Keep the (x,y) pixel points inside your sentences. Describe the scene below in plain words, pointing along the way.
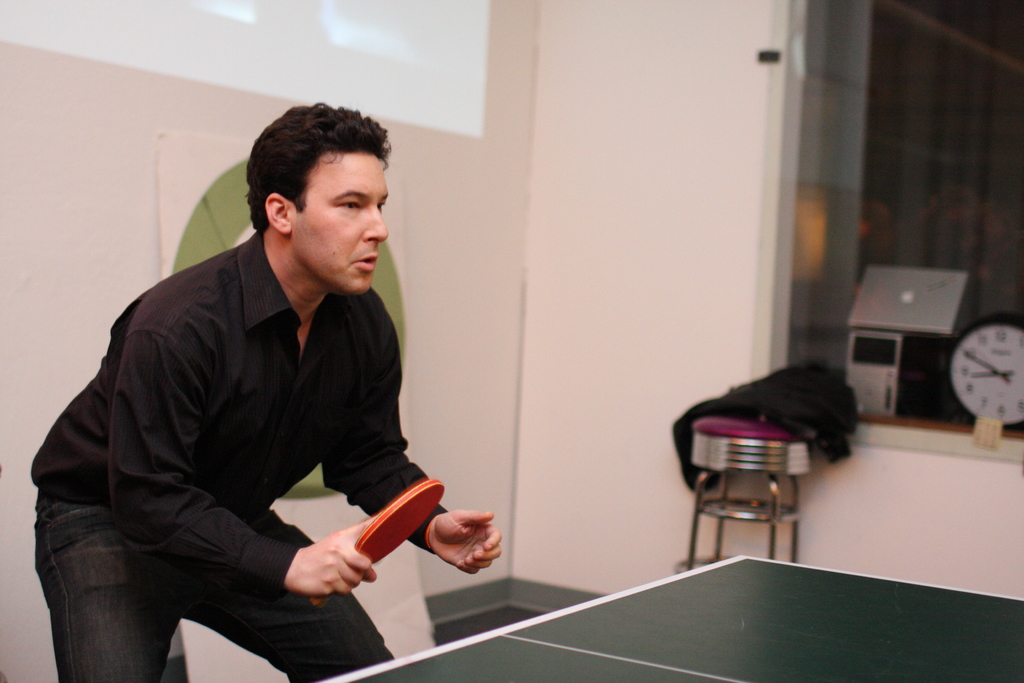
In the picture we can see a man (232,325) bending and holding a table tennis bat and he is with a black color shirt (334,360) and in front of him we can see a table (831,614) on the top of it, we can see green color and behind him we can see a wall (487,415) and some part of wall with a window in it we can see a clock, laptop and near to it we can see a stool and some cloth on it.
